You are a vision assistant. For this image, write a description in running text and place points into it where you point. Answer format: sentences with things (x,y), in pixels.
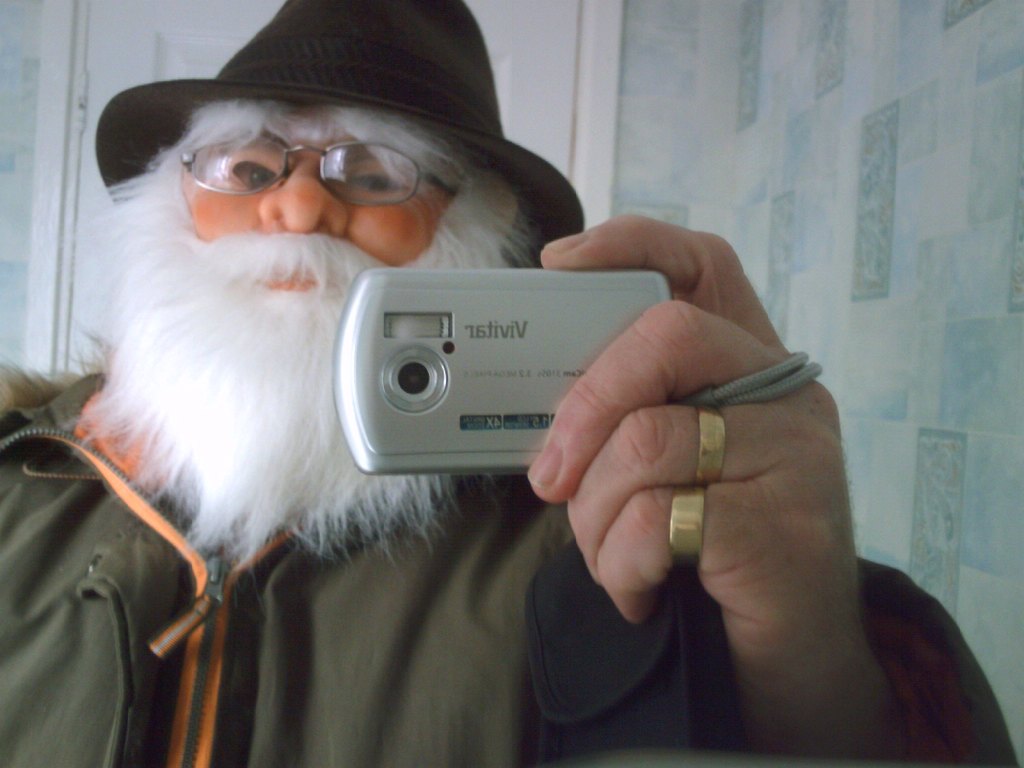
A man (353,118) is holding a camera (504,393) in his hand (564,433). He wears a hat (344,79), mask (288,126), spectacles (373,184) and green colored coat (84,523).
